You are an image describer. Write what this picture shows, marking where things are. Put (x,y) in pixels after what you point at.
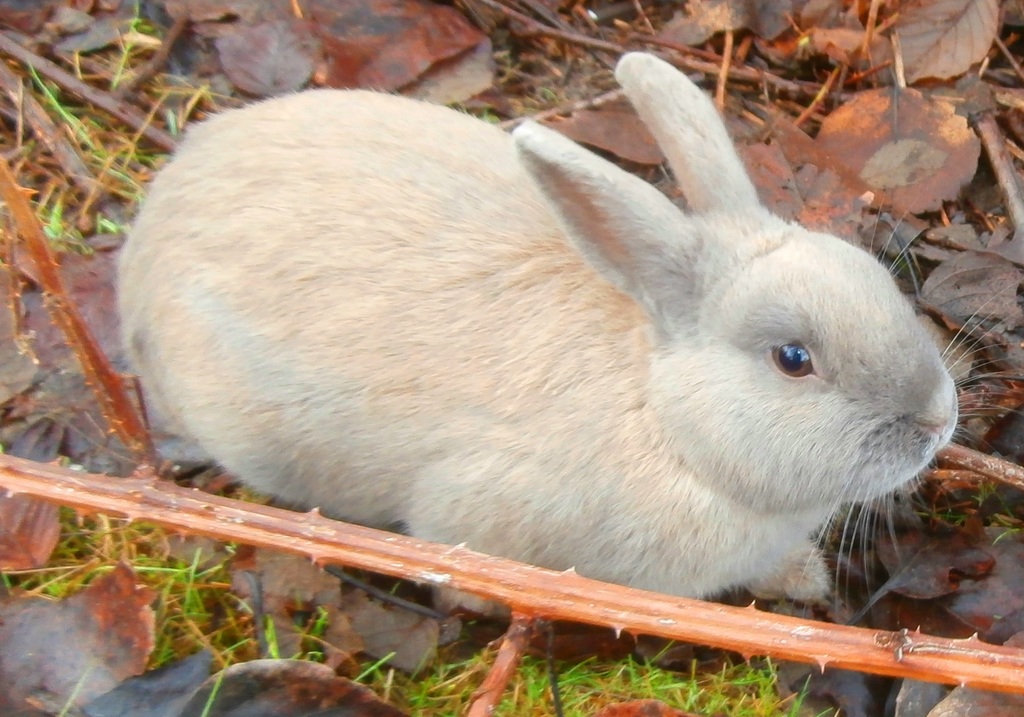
In the picture we can see a rabbit (612,500) which is cream in color sitting on the surface (62,188), on the surface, we can see some grass (45,576), dried twigs (807,113) and dried leaves (632,148).
